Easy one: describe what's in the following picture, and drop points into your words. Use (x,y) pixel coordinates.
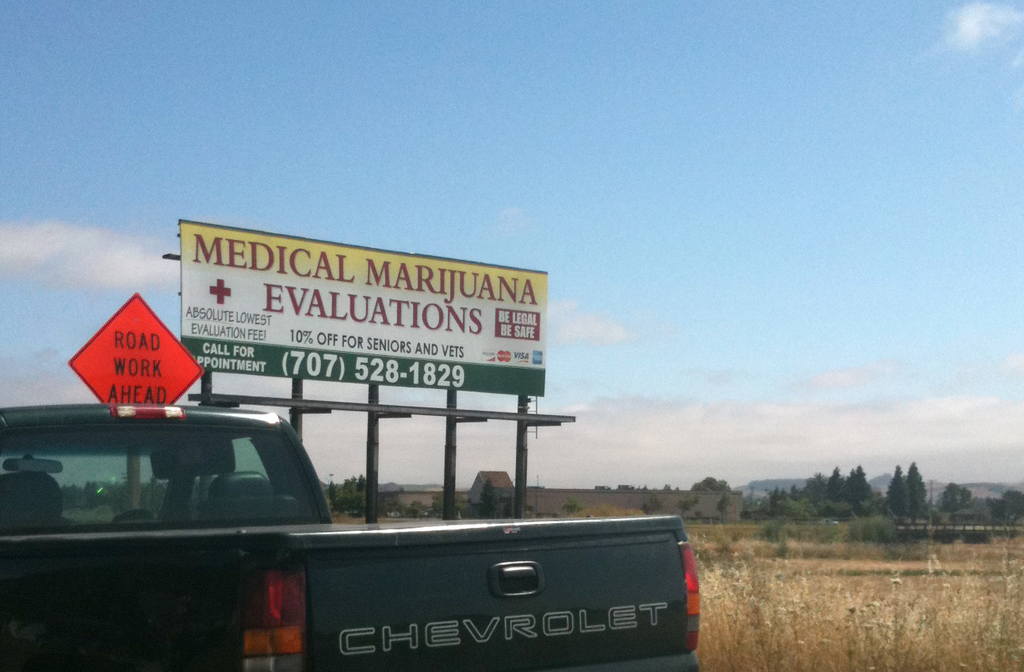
There is a vehicle (314,534) with something written on that. In the back (140,373) there is a red color board (138,359) with something on that. Also there is a banner (361,333) with stands (397,410). In the back (525,152) there are trees (706,487) and sky (538,157) with clouds (75,225).
